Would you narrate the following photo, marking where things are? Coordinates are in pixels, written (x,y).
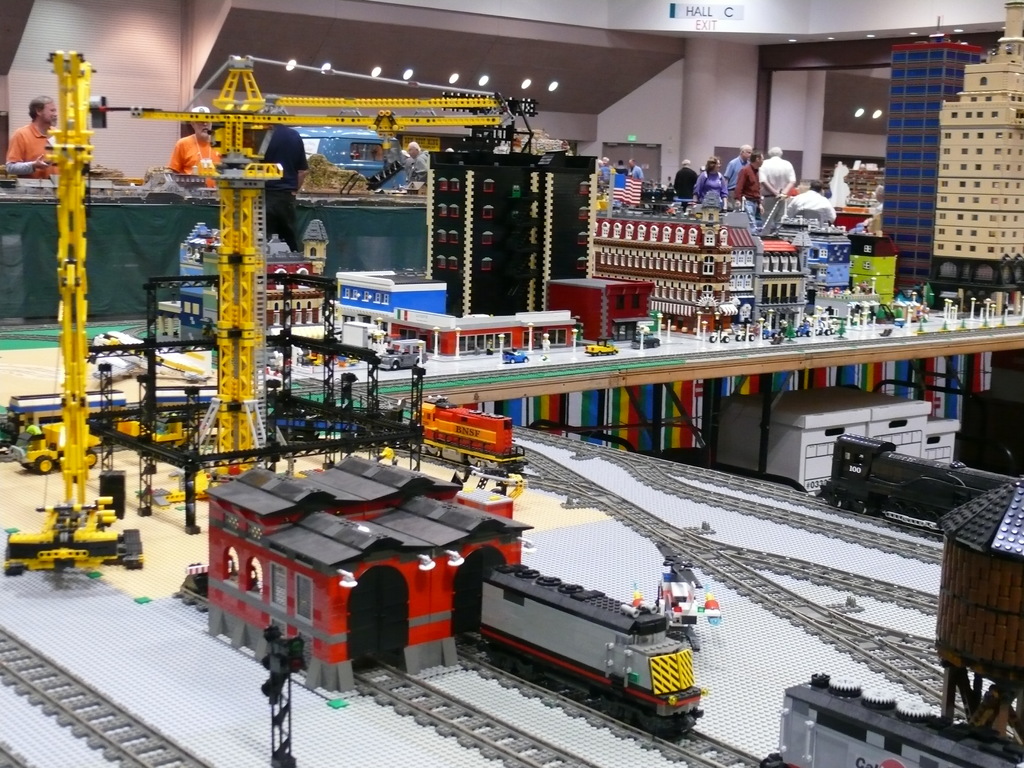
This image looks like a toy shop (80,429). There are so many persons (39,119) standing in the middle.
